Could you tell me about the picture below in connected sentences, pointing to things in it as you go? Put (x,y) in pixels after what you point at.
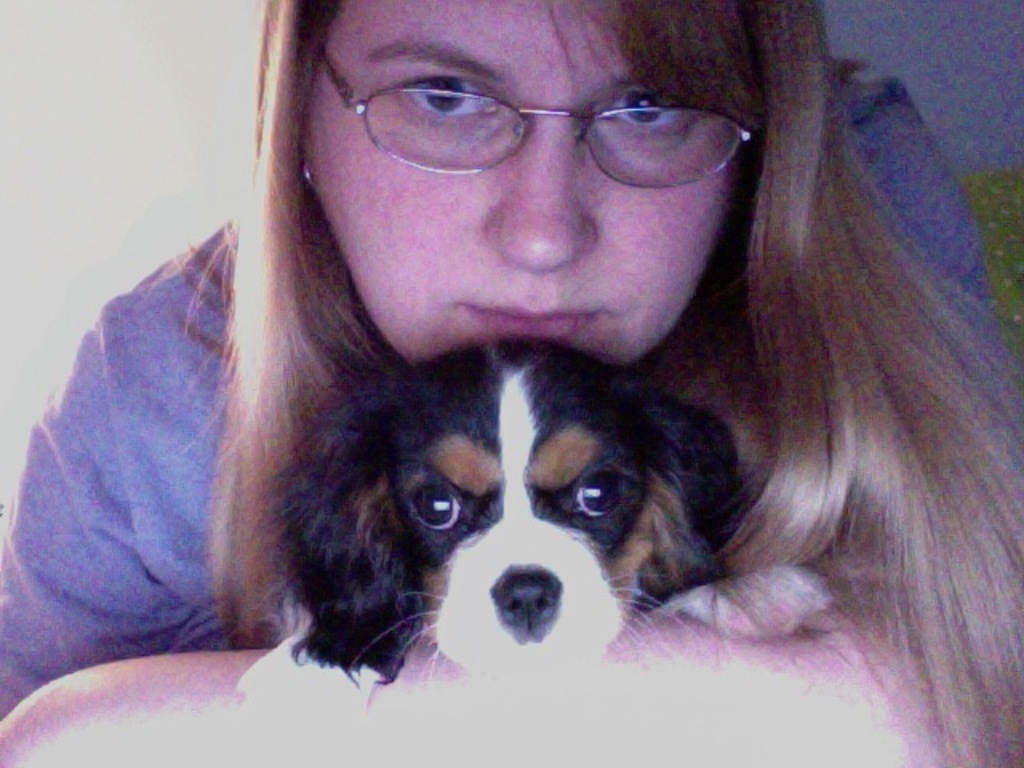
In this image I can see a dog (480,549). I can see a woman (332,213). In the background (189,204), I can see the wall (124,172).
